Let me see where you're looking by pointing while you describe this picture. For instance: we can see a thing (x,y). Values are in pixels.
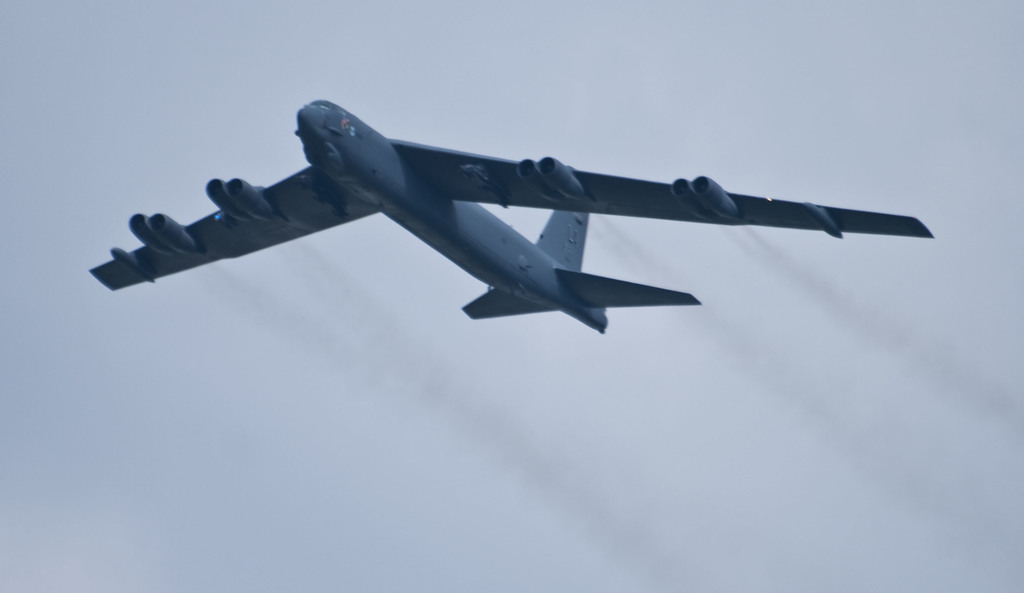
In this image we can see the airplane (432,197) flying in the sky (454,456).
